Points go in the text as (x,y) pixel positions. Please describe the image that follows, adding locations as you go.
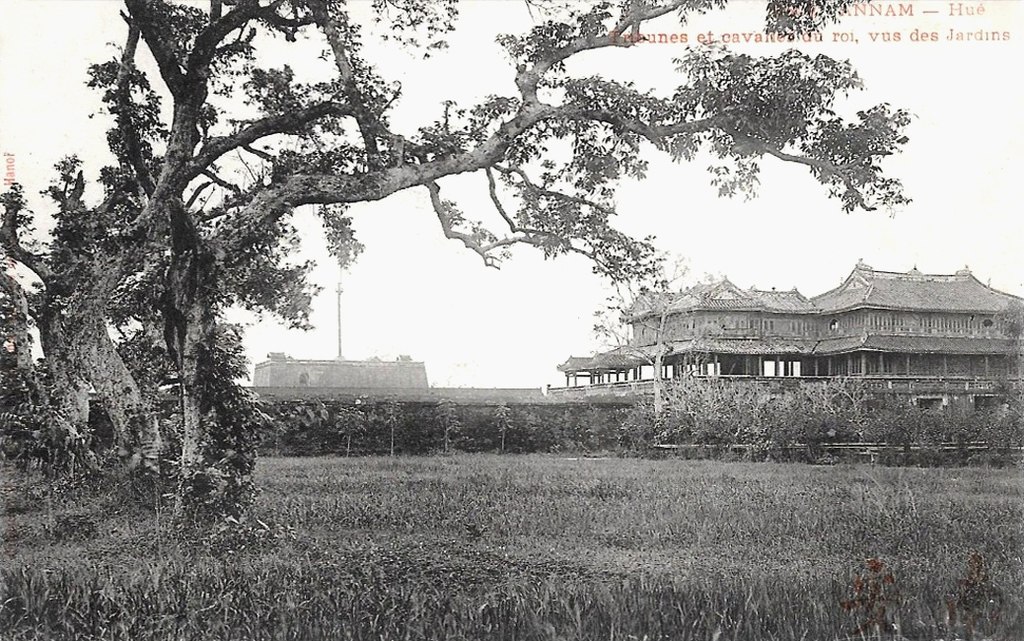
This is a black and white picture. In this picture we can see the sky (665,232), buildings (684,365), pole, plants (394,430), trees (97,388) and the field (592,563). Far it seems like the fence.
